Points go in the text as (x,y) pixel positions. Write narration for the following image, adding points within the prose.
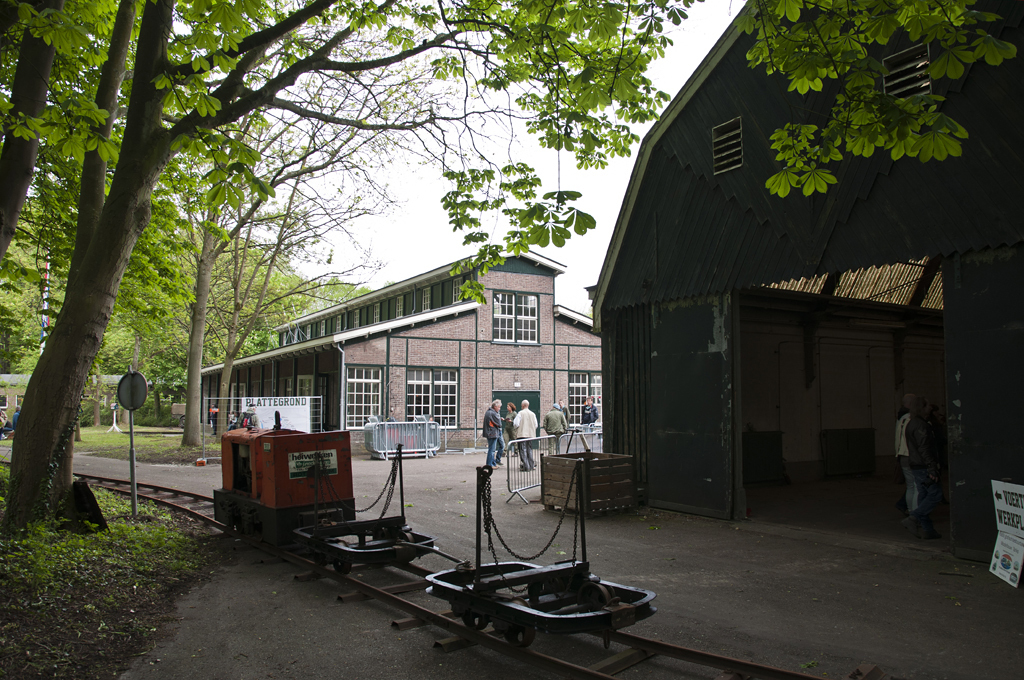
In this image I can see few buildings (692,240), windows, shed (966,320), trees (342,193), few people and few objects (379,431) around. I can see the sign boards (131,401), poles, sky (341,180) and few objects (441,574) on the track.
